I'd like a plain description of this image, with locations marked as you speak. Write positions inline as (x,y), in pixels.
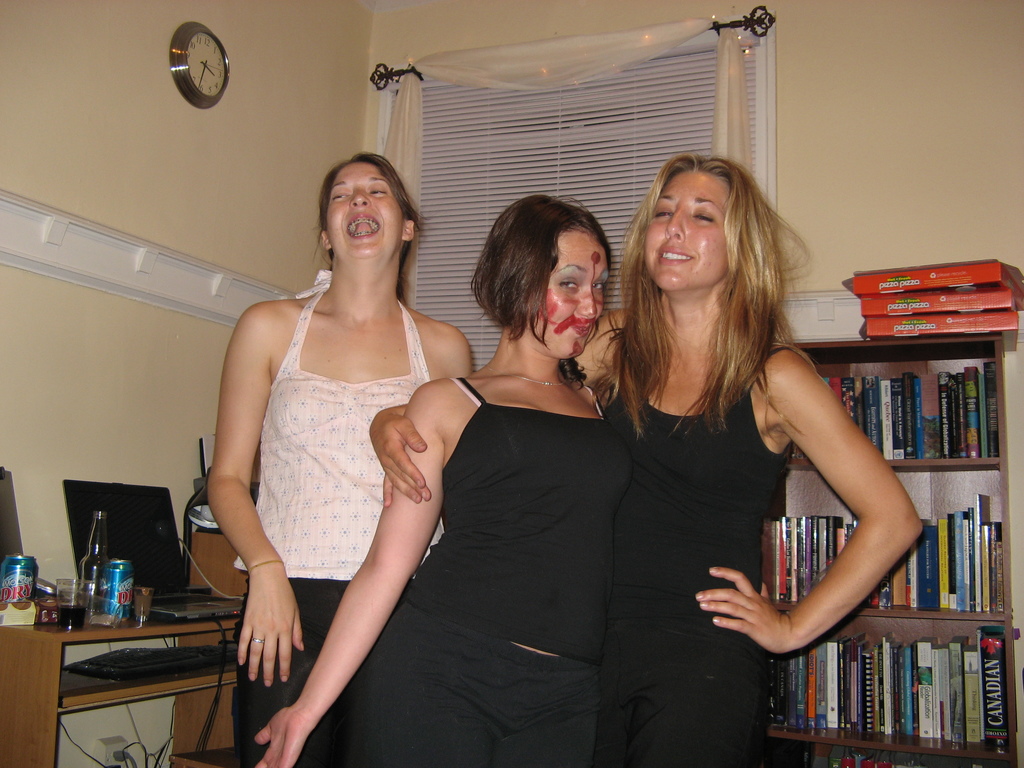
In the foreground of the image (730,240), there are three women (319,460) standing and laughing. In the left side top of the image (189,26), there is a wall clock (175,53). In the middle of the image (471,304), there is a window (418,284) on which curtain (437,79) is there. In the right side (976,349) bottom of the image (999,753), there is a shelf (979,370) in which books (925,414) are kept. In the left side of the image (192,743), there is a table (136,628) on which laptop (233,610), bottles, beverage cans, glass (110,614) is kept. Next to that phone (198,527) is kept on the table (104,631). The picture is taken inside the room (665,156).
